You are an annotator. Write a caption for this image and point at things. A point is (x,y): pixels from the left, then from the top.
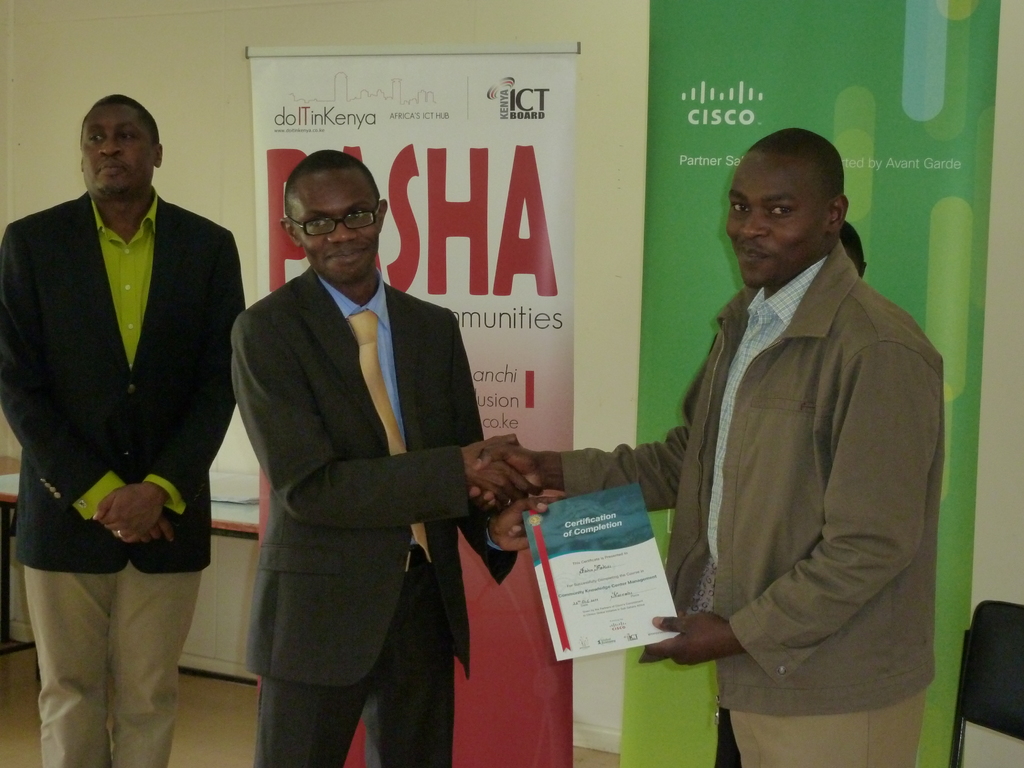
In this image there are persons (331,602) holding a certificate (616,586). And at the back (485,213) there are banners (654,192), beside that there is a chair (968,678) and a paper (248,500) placed on the table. In the background (116,45) there is a wall (129,58).
